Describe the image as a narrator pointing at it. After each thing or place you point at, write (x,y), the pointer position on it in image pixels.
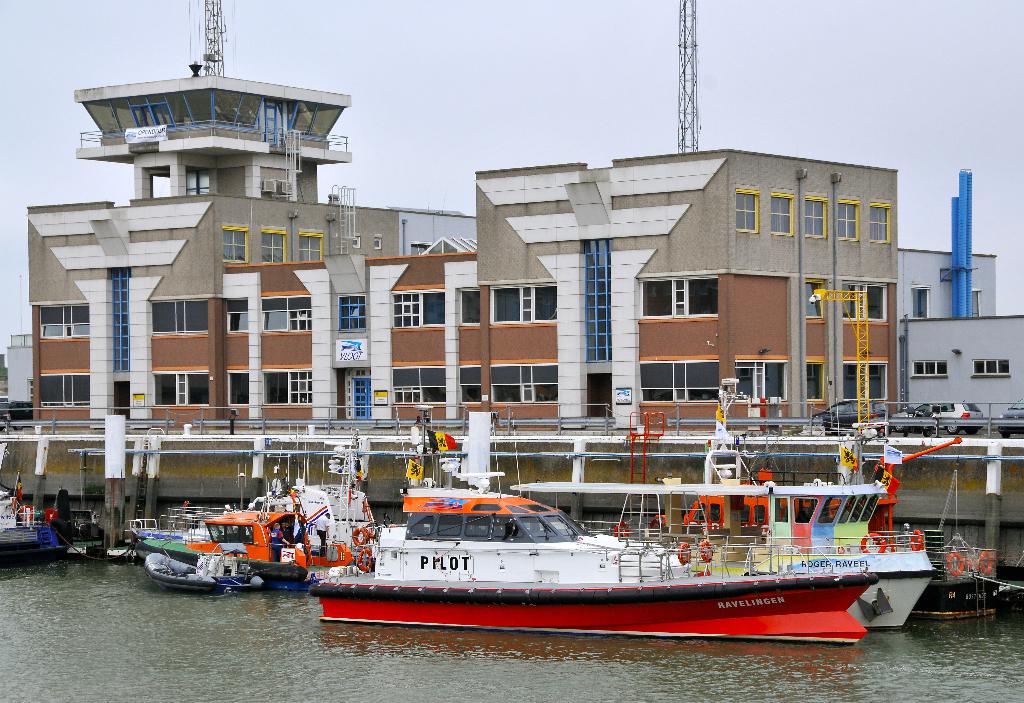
In the foreground of this image (504,533), there are boats (203,562) and a ship (615,608) on the water (359,636). Behind it, there is railing (276,423), few buildings (709,272), poles (682,73) and the sky (467,43).
